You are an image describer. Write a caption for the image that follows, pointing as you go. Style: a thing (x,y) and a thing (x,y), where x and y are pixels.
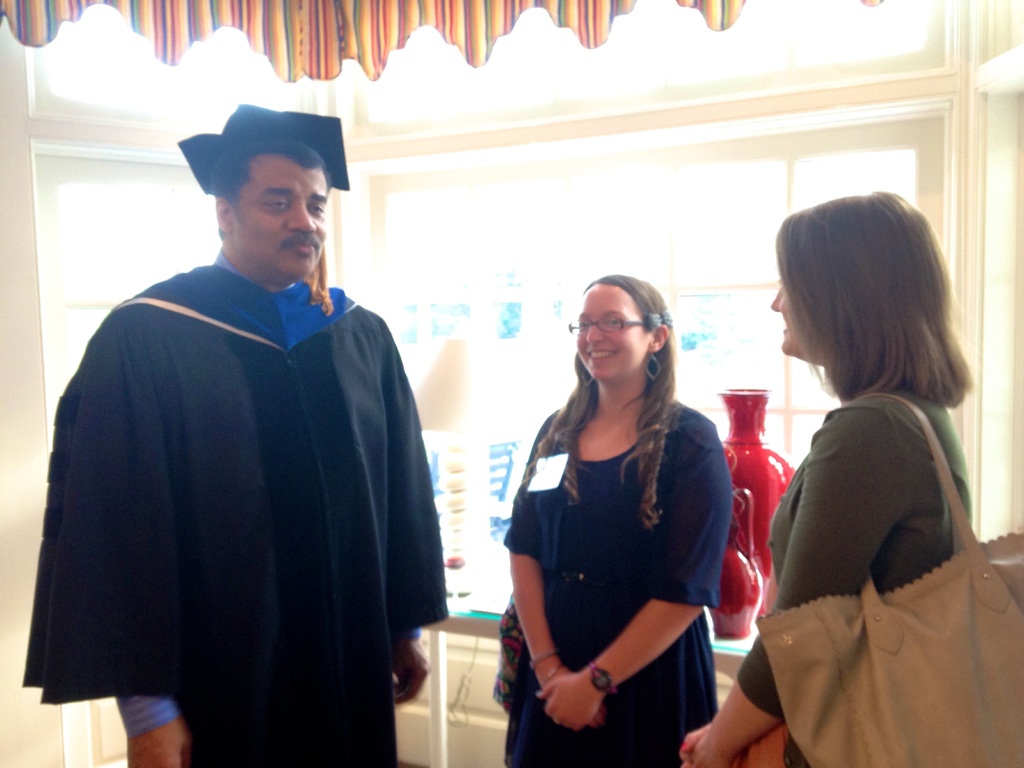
At the top portion of the picture (561,8) we can see a colorful cloth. Background (992,293) portion of the picture is blurred. We can see window (542,171), vases (766,475), light (459,462) and table (485,625). In this picture we can see the people (567,432). On the right side of the picture (818,463) we can see a woman (827,229) carrying a handbag (987,543) on her shoulder (912,420). On the left side of the picture (213,442) we can see a man (403,381) wearing graduation gown (240,427) and hat (307,135). In the middle portion of the picture (555,491) we can see a woman (629,322) wearing spectacles (594,322) and she is smiling.
